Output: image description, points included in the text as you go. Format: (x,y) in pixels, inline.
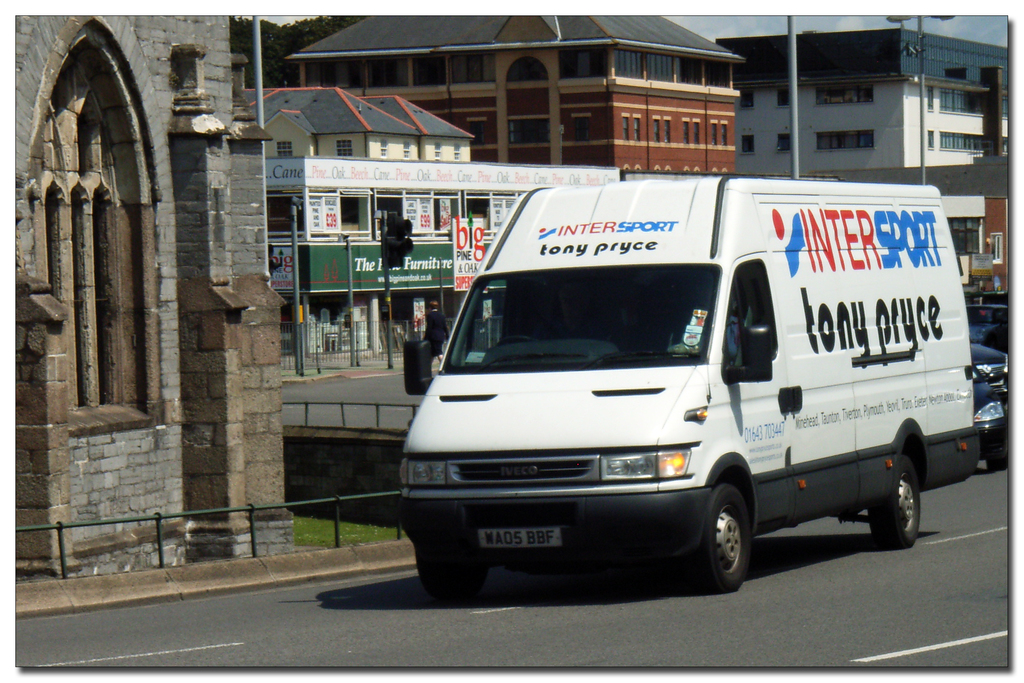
In this image there are buildings (161,271), in front of that, there are a few poles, signals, few vehicles (662,395) are moving on the road (661,619) and railing (109,522). In the background (263,56) there are trees (278,41).
